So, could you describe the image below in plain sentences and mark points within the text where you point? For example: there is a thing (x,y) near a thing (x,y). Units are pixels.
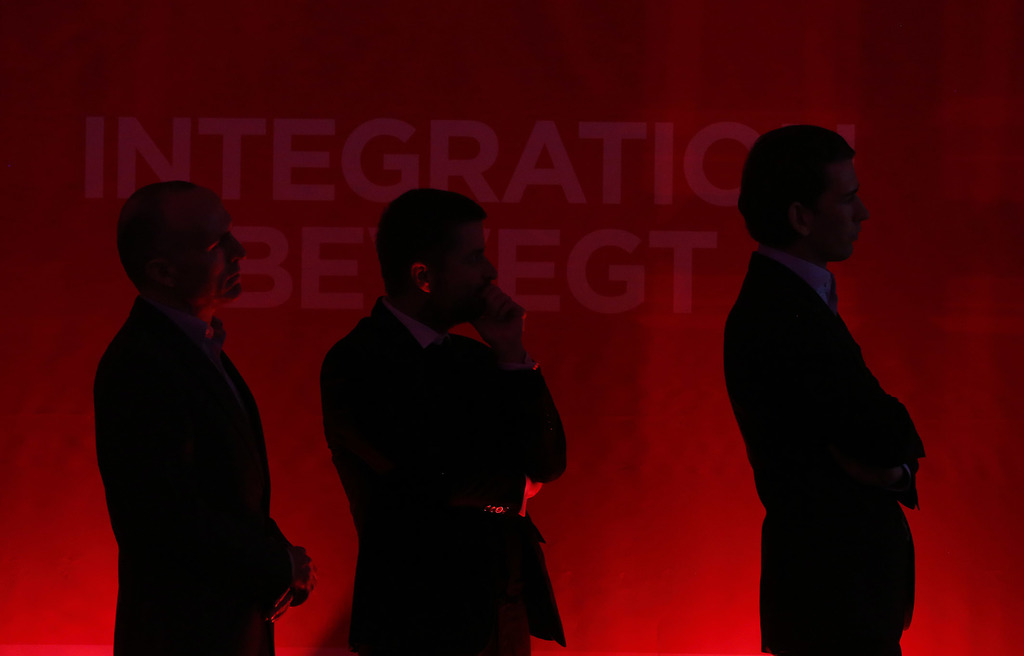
In this image I can see three people (425,442) with blazers (511,441) and shirts (180,313). I can see there is a red color background (611,477) and something is written on it.
